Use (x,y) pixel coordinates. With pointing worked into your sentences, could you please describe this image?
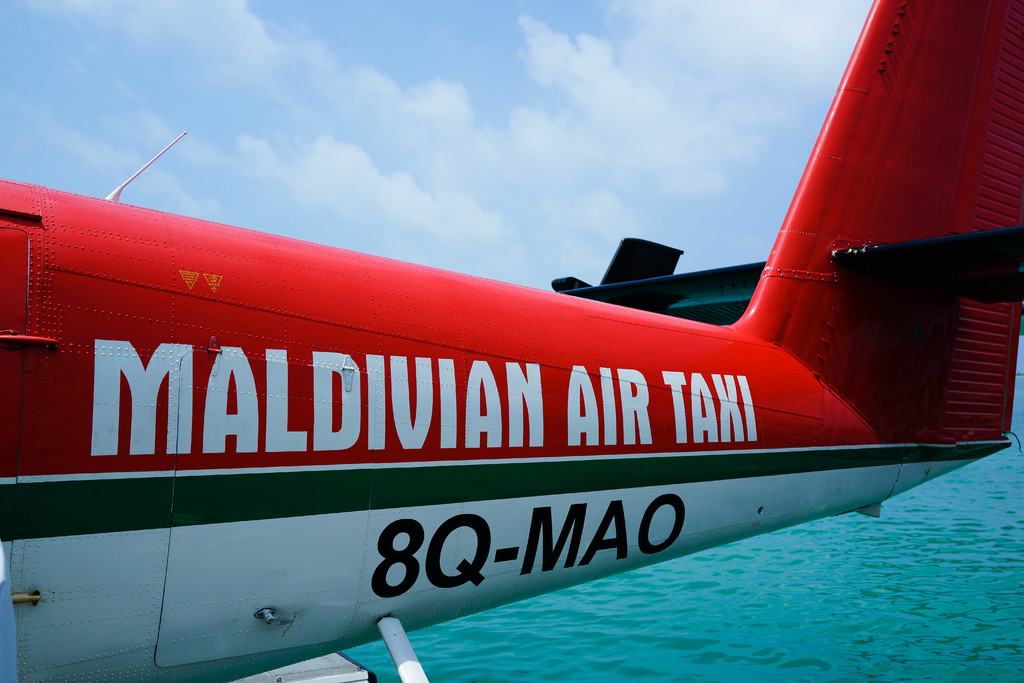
In this image I can see a tail (910,134) of an aeroplane (368,591). There is water (847,619) at the bottom (869,640) and there is sky (483,140) at the top (483,140).
